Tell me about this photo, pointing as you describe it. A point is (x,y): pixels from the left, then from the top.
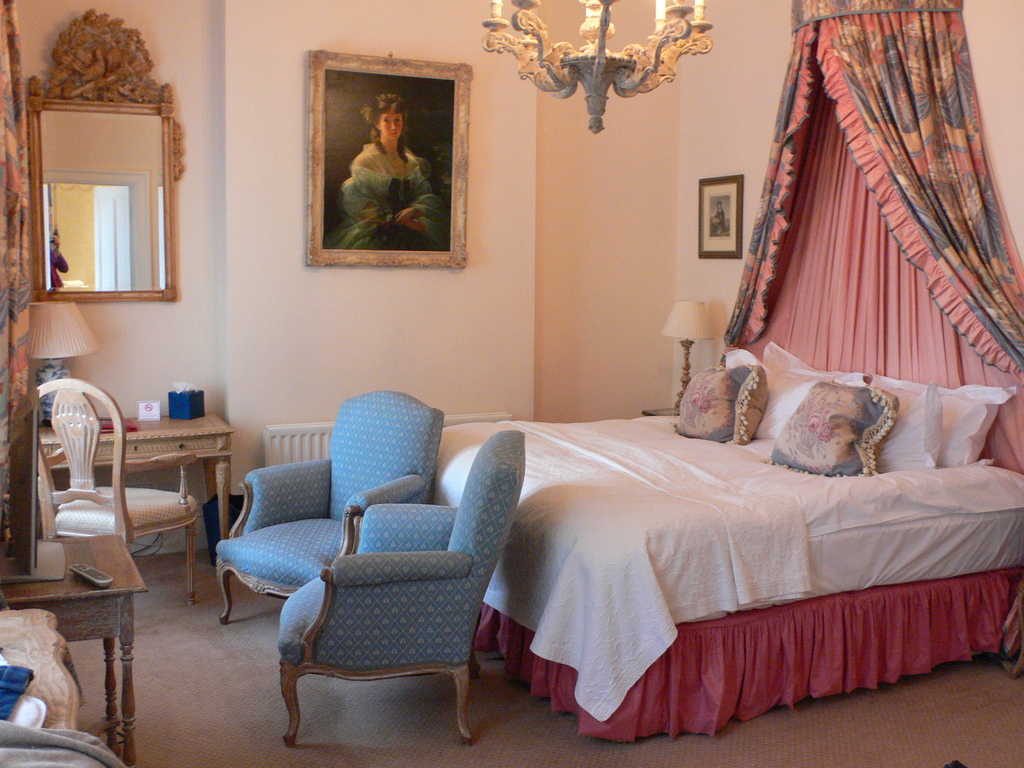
This image is an inside view of a bedroom (684,628), in this image we can see the bed (693,481) and pillows (784,435) on top of the bed (591,472), beside the bed (526,480) there are two chairs (333,501), beside the chairs (336,521) there is a room heater (289,448) attached to the wall (327,416), on top of the room heater (283,430) there is a photo frame (384,184), in front of the photo frame (421,80) on the ceiling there is a chandelier (600,47). In front of the two chairs (260,515) there is a table (198,449), in front of the table (109,460) there is a chair (121,455), on top of the table (175,425) there is a lamp (76,348) and a few other objects (149,414), in front of the chair (108,397) on the wall (104,356) there is a mirror (102,203), beside the bed (668,451) there is a lamp (685,373) on a table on top of the lamp (687,348) there is a photo frame (717,226) on the wall (217,217). In front of the chair (84,531) there is another table (84,601) there is a remote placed on top of the table (105,588).
